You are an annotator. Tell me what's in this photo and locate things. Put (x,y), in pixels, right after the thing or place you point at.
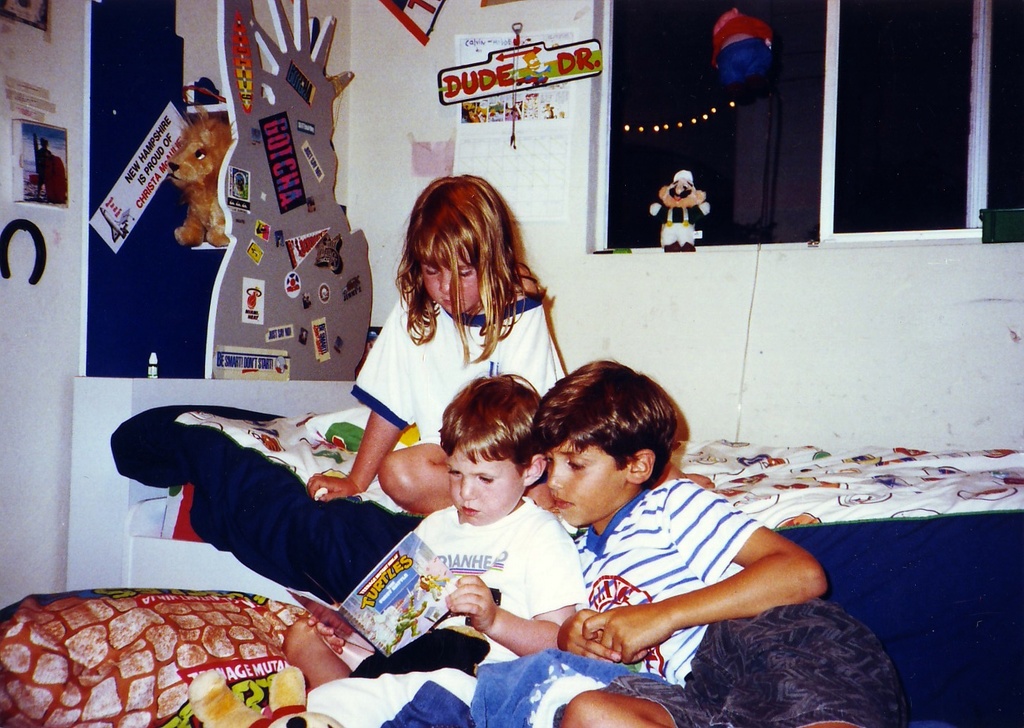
As we can see in the image there is a wall (691,280), poster (555,91), windows (789,9), toy (206,179) and few people (652,526) sitting on beds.
